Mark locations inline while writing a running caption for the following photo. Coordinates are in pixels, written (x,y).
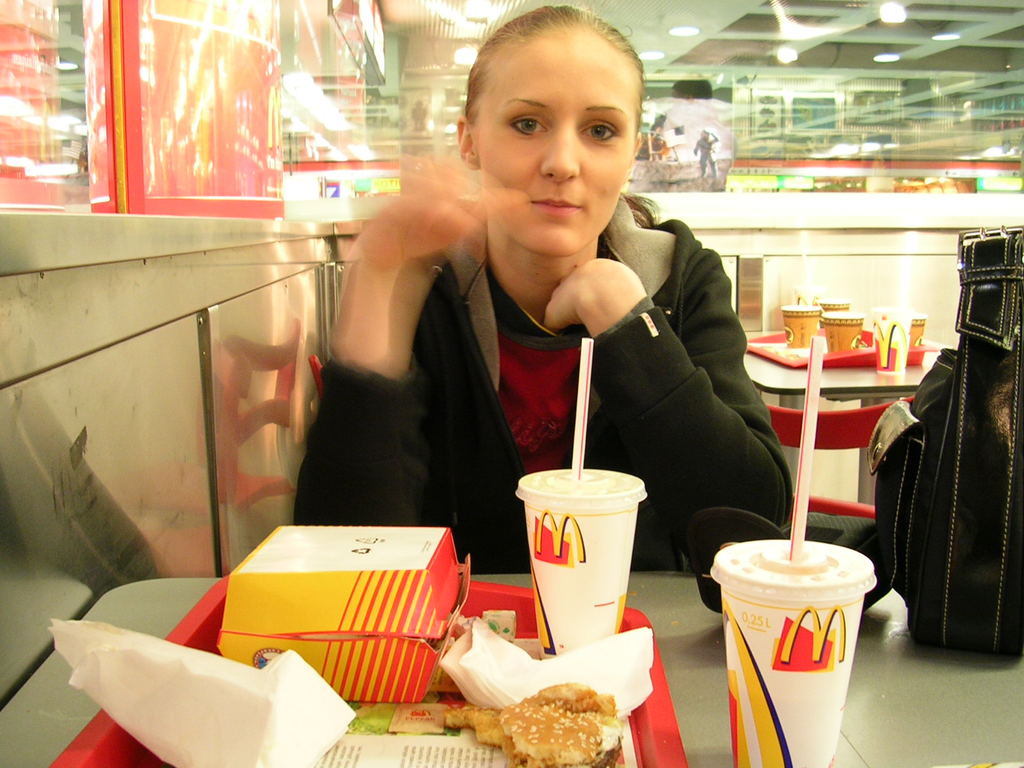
In the center of the image (625,392) we can see one woman (525,417) is sitting and she is smiling. And she is wearing a jacket (488,499). In front of her, we can see one table (708,640). On the table (705,688), we can see one bag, one plate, glasses (771,699), straws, tissue papers (306,695), some food item (594,716) and a few other objects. In the background (55,333) there is a wall (738,229), table (780,372), chairs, banners (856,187), lights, glasses (889,133) and a few other objects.
